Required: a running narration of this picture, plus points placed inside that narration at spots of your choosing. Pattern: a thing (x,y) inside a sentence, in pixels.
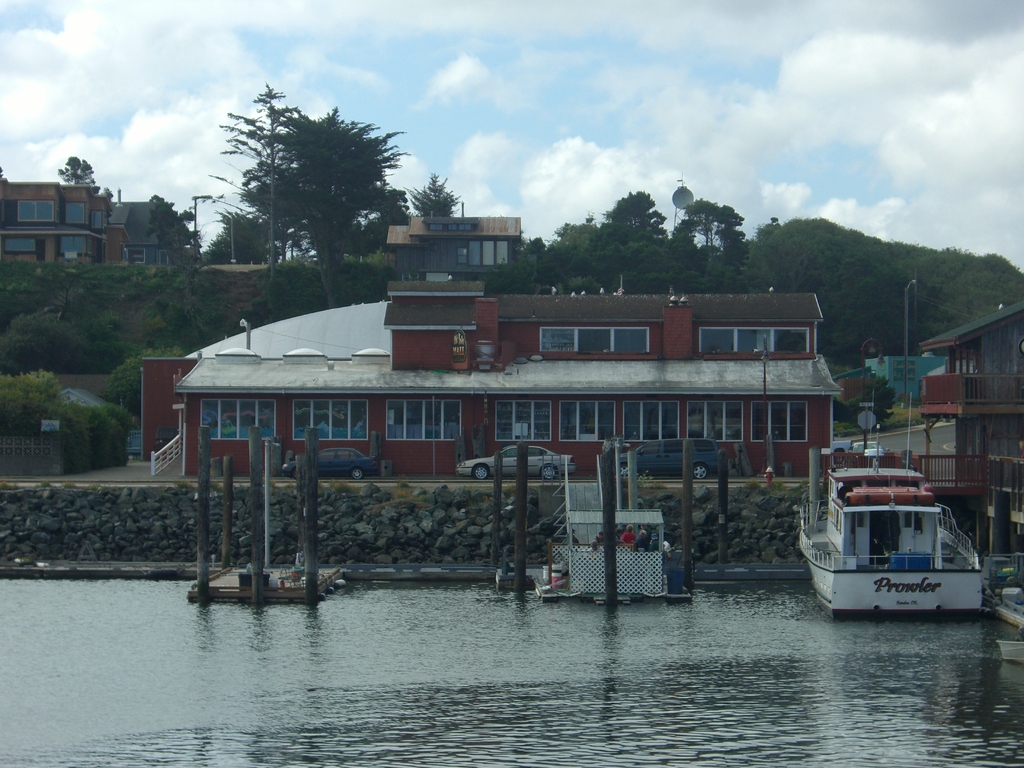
In this image I can see water (705,637) in the front (693,683) and on it I can see a white colour boat (839,587). I can also see something is written on the boat (889,591). In the centre of the image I can see few people (640,543) are standing. In the background (350,440) I can see number of buildings (395,416), number of trees (41,360), few poles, clouds (514,204) and the sky (540,66). In the centre of the image (469,460) I can also see three cars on the road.
